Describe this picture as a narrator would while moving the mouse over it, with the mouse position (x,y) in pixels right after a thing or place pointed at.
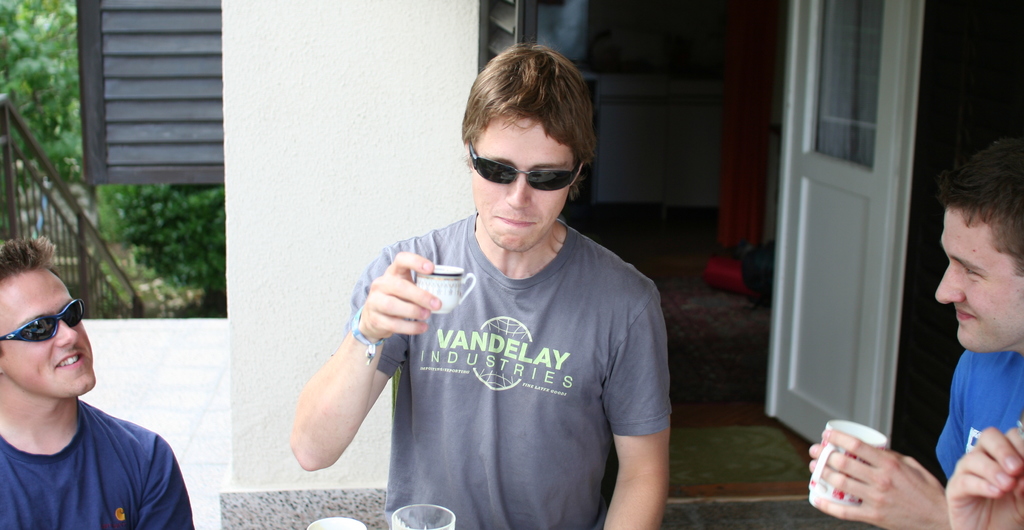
In the background (532,5) we can see the trees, door (856,199), objects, window panel (133,172), railing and the wall (241,260). In this picture we can see the men (481,307) holding cups (433,290) in their hands (858,451). On the left side of the picture (123,478) we can see a man (47,523) wearing a t-shirt (78,501) and goggles (82,314). On the right side of the picture (996,510) we can see a person's hand (1012,519). At the bottom portion of the picture (448,522) we can see objects (417,524).
